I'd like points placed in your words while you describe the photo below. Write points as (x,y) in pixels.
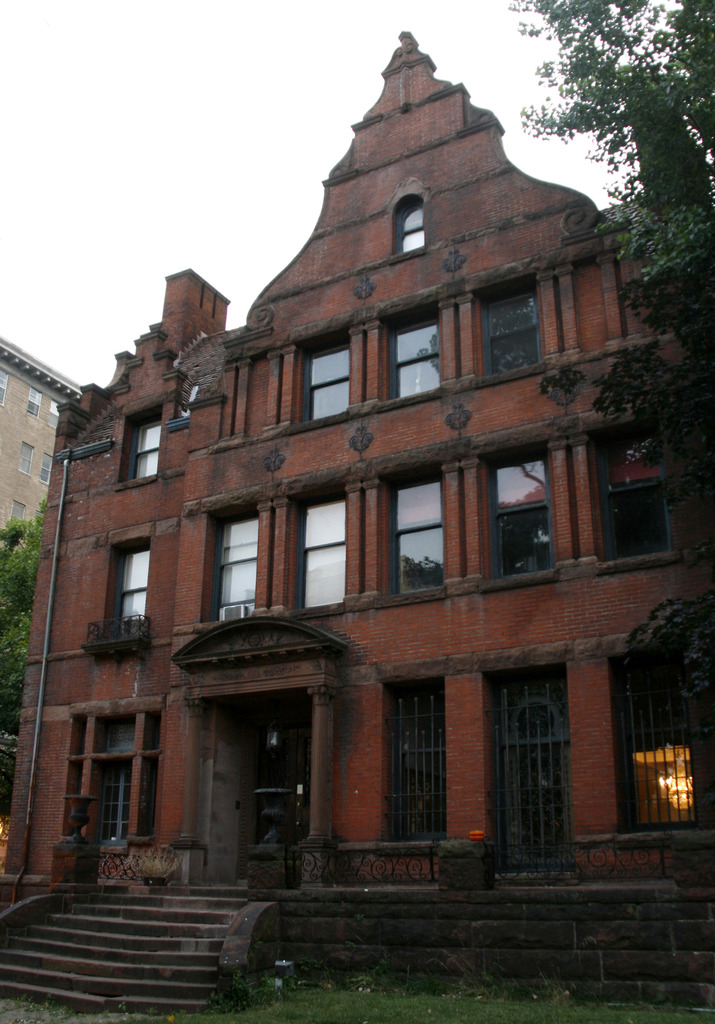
In this image I can see grass (266,996), stairs (188,895) few buildings (203,480) and few trees (706,101).
